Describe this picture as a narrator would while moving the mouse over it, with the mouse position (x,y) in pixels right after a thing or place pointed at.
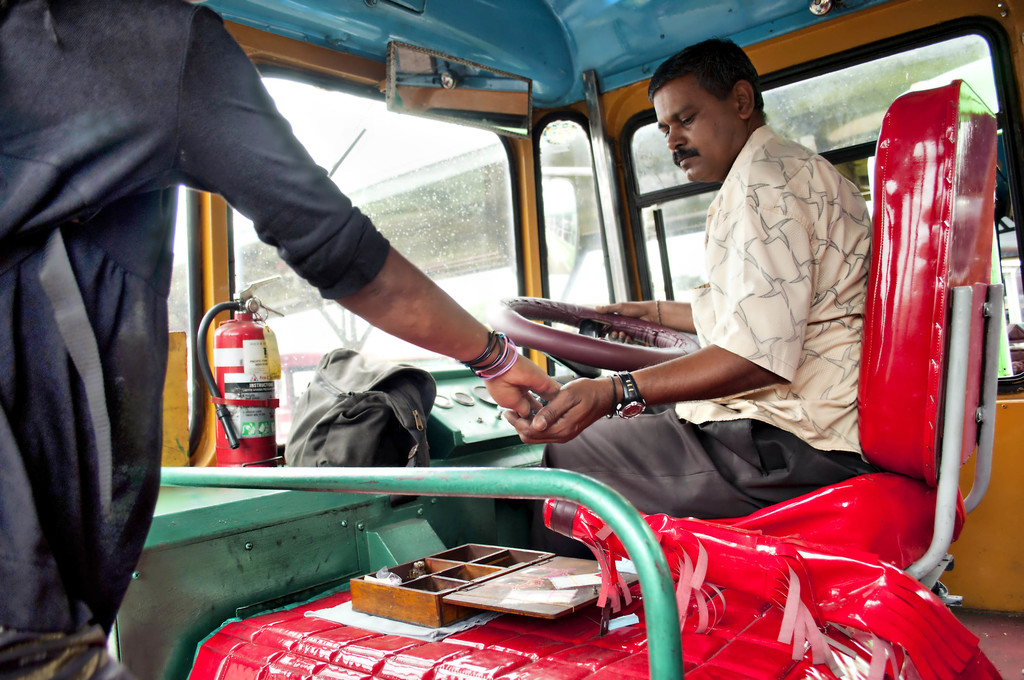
In the image we can see a vehicle (940,475), in the vehicle (951,418) two persons (668,142) are there and there is a fire extinguisher (254,313) and bag (356,358). Through the windshield (425,199) we can see another vehicle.
